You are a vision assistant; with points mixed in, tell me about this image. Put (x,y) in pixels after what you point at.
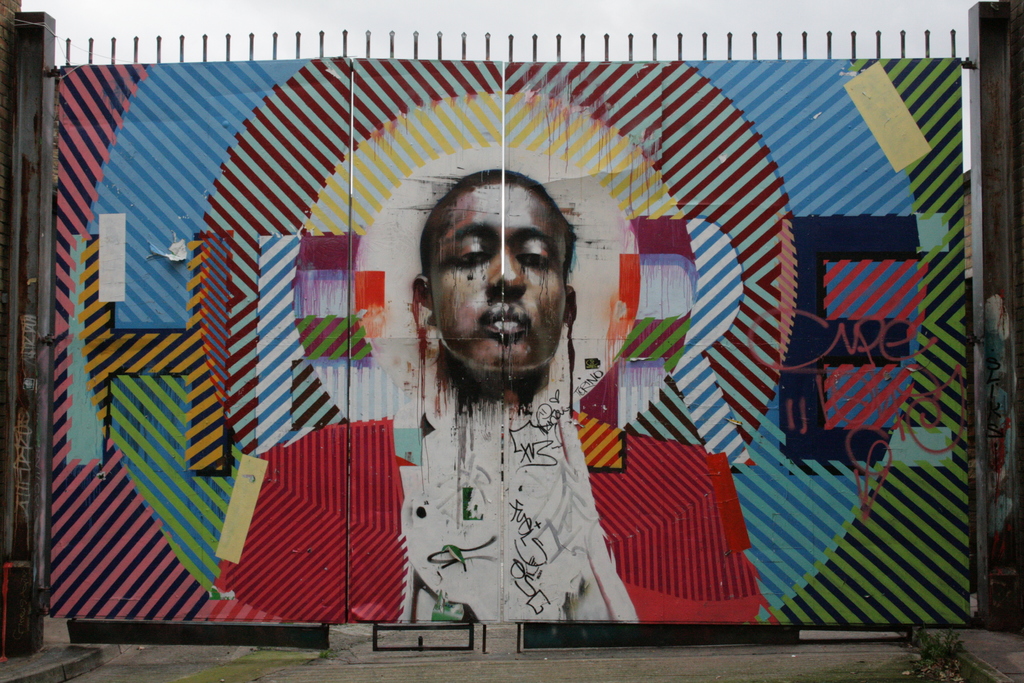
In this image I can see a huge metal gate (423,369) and a colorful painting (448,287) on the gate (249,263). In the background (505,8) I can see the sky (376,36).
